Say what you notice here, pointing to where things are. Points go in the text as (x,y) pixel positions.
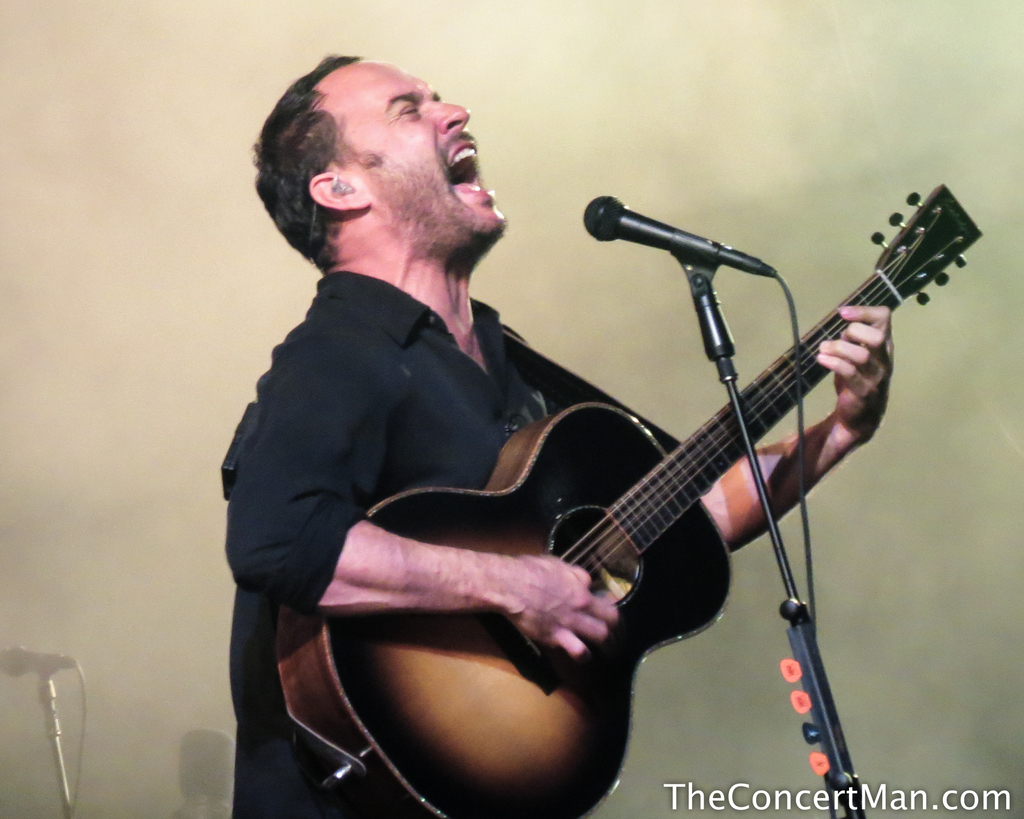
In this picture there is person (303,430) standing and holding guitar (623,484) and singing. There is a microphone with stand (857,816).
